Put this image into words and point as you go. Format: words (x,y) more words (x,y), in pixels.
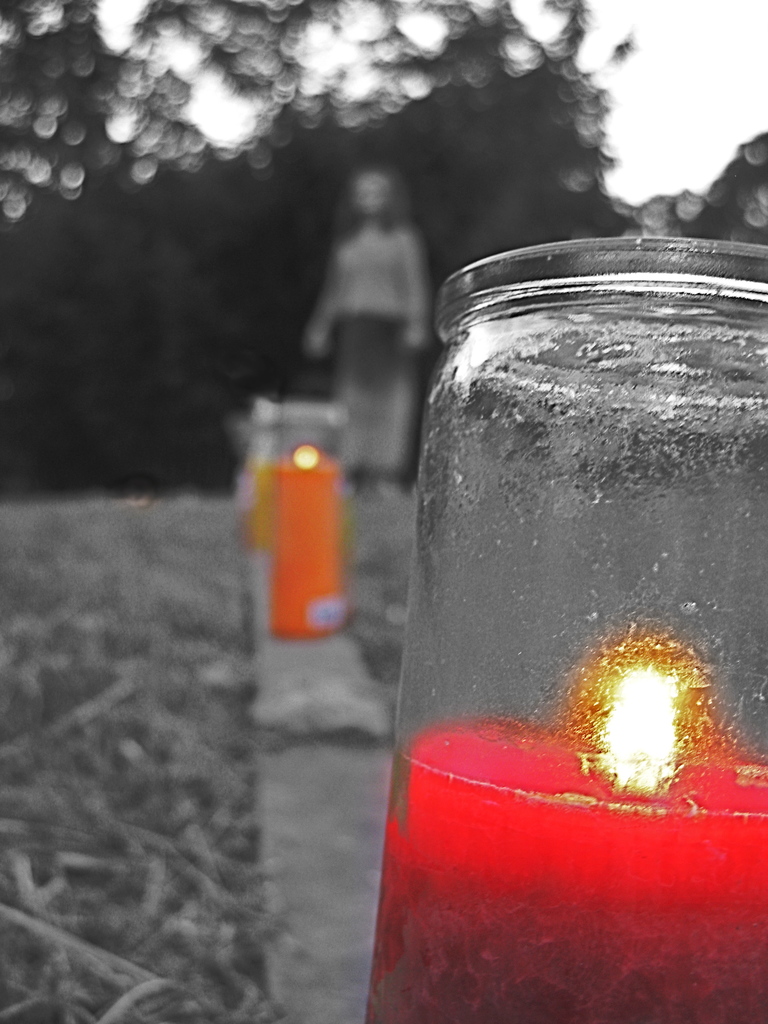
This is a black and white picture. In front of the picture, we see a glass bottle (616,757) containing a candle (607,808) in red color. At the bottom (192,822), we see the twigs (192,822). In the middle (286,458), we see the glass bottles (258,517) containing the candles (322,515) in yellow and orange color. Behind that, we see a girl (371,296) is standing. In the background (123,288), we see the trees (347,140). At the top (641,49), we see the sky (627,153). This picture is blurred in the background (201,310).
